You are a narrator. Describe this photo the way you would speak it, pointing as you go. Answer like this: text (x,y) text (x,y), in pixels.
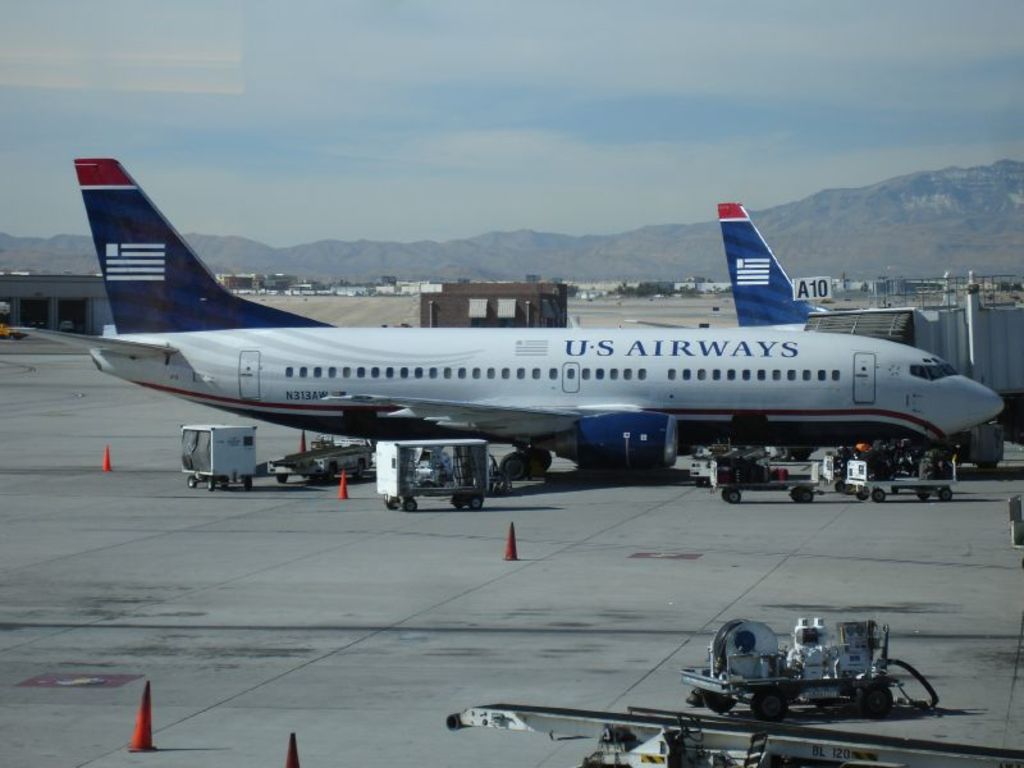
In this image I can see two airplanes (725,337) and I can see something is written on the one airplane (515,406). In the front (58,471) I can see number of vehicles (254,486), number of traffic cones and few other stuffs (723,496) on the ground (968,474). In the background (1007,238) I can see number of buildings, mountains (887,214), clouds (706,40) and the sky (446,192).
